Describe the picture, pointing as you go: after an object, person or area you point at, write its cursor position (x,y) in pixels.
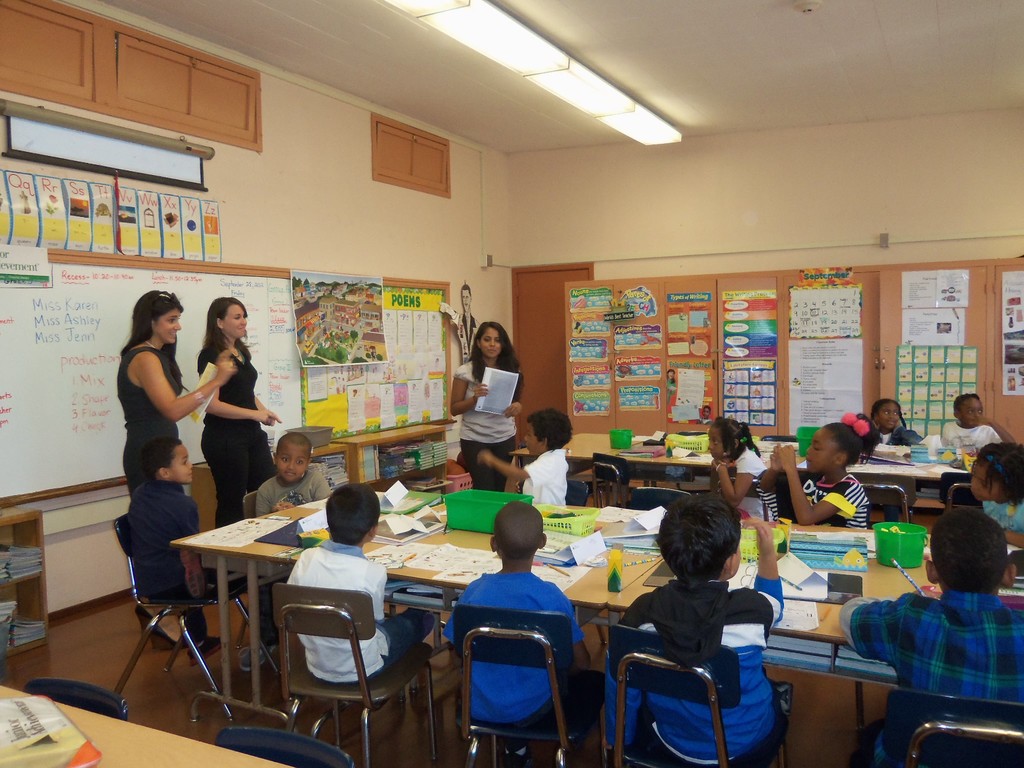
Group of children (974,679) sitting on the chairs (982,707) and these three persons (466,433) are standing, these two persons (472,410) are holding papers (496,393). We can see papers (564,549), baskets (895,537), toys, pencil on the tables (880,571). On the background (464,215) we can see wall (275,208), boards (75,299), posters (433,324). On the top (520,69) we can see lights (557,87). This is floor (150,672).
